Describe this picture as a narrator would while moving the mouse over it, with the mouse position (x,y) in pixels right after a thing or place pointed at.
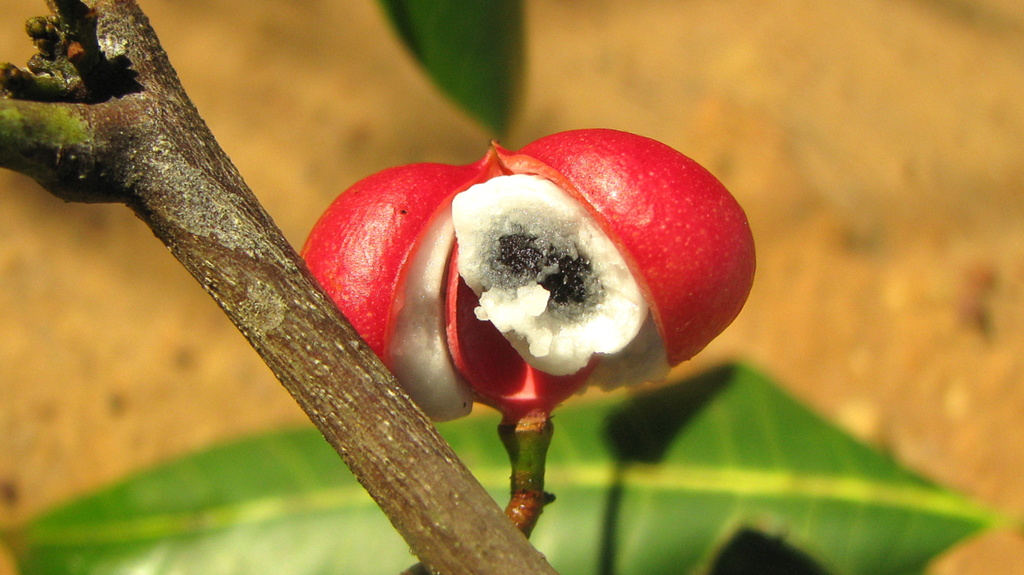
In this picture we can see its look like a fruit (593,270). At the bottom of the image (607,526) a leaf (654,523) is present.
